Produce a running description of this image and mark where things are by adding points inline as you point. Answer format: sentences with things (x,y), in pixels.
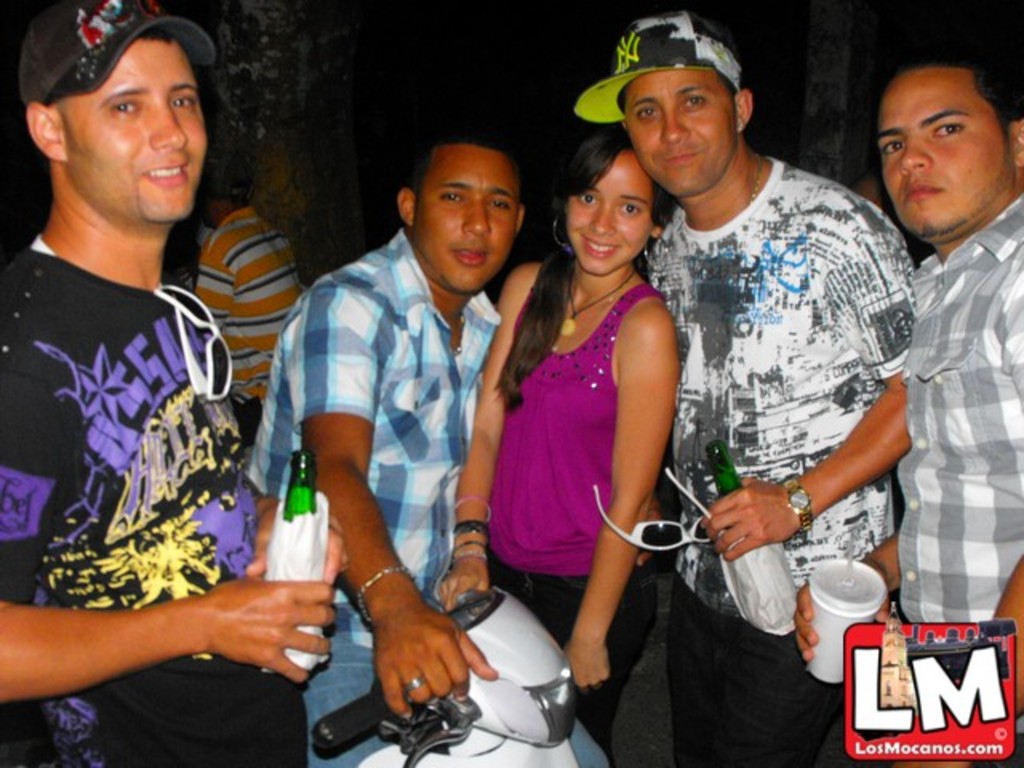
In this image there are group of persons (440,393) standing and smiling. In the center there is a bike (482,728) which is white in colour. On the left side (125,459) there is a person (125,484) standing and holding a bottle (297,549) in his hand (262,562). On the right side (949,432) there is a man (1002,439) standing and holding a glass (861,618) in his hand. In the center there is a man (720,304) standing and holding bottle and goggles (708,510) in his hand (722,535) and smiling. In the background (297,125) there is wall (271,177) and there is a person (263,287) visible.
